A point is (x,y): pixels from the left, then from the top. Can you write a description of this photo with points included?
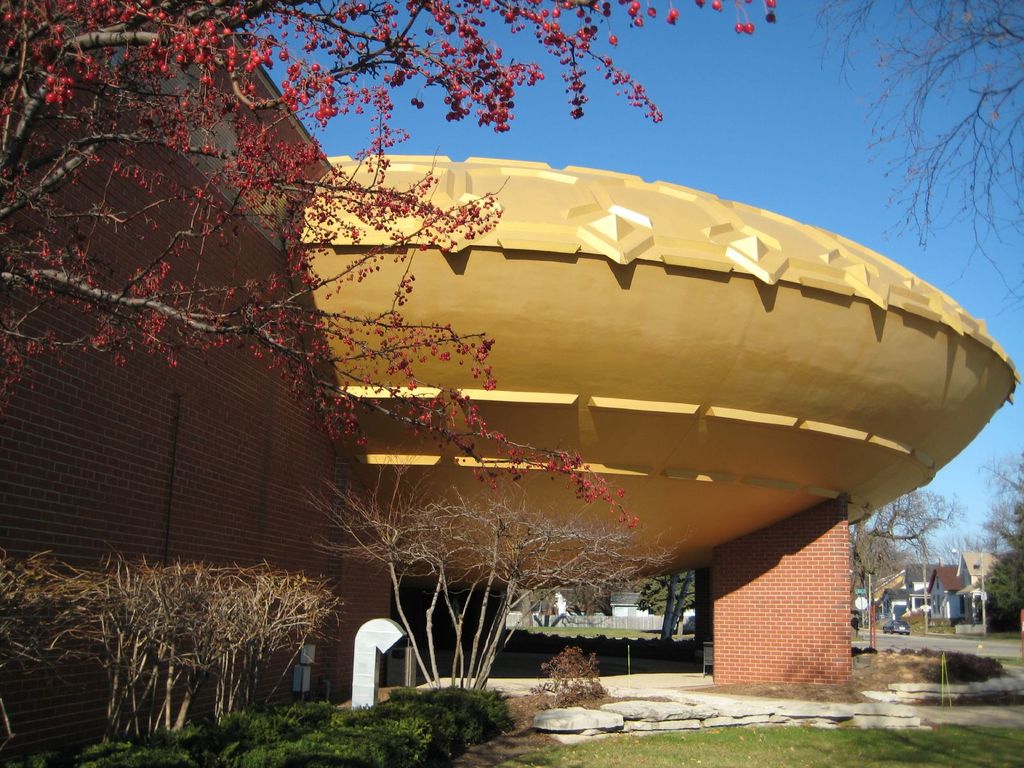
In this image I can see a saucer-shaped building (829,578), there are buildings (940,578) and trees (678,591).
